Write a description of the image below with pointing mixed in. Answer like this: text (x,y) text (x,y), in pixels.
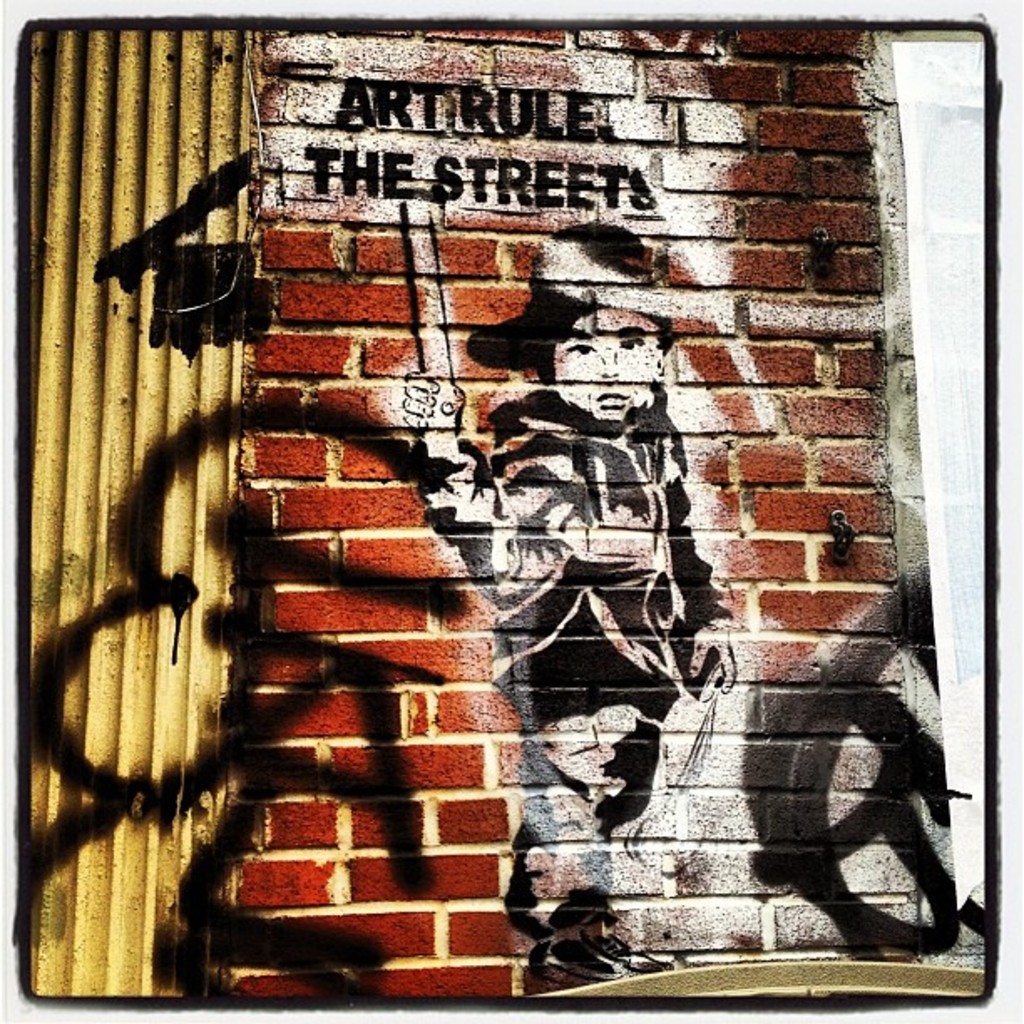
In this image, we can see a wall (359,366) contains depiction of a person (613,541) and some text (577,169). There is a metal frame (90,533) on the left side of the image (90,566).
